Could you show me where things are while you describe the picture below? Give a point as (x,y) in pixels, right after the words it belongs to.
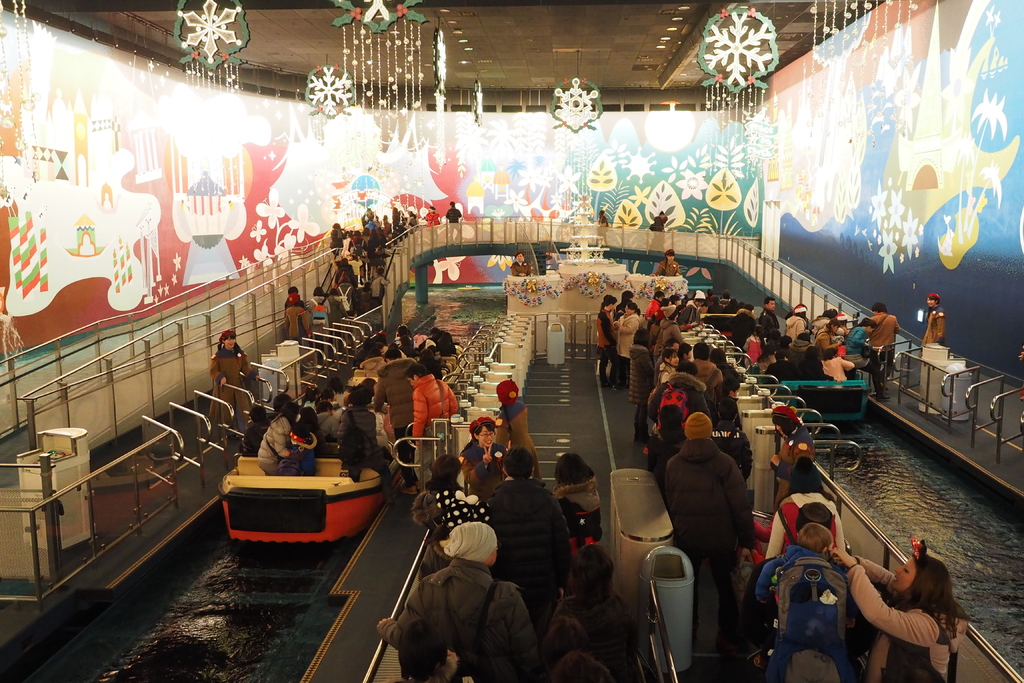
In this image we can see water rides (834,395). At the center of the image (673,437) there are people (559,510) standing. In the background of the image (511,173) there are painting (723,174) on the wall (465,122). There is a railing (458,231). On top of the image (548,43) there is a ceiling (375,59) with lights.
